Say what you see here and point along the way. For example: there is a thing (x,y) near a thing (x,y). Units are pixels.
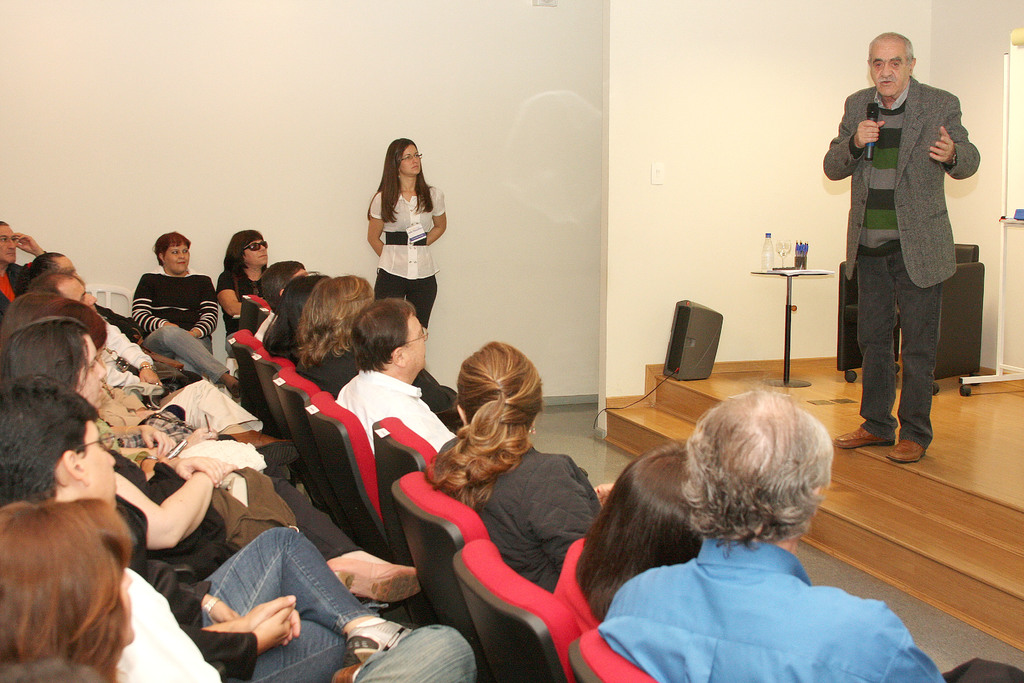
In this image we can see group of persons (762,558) sitting on chairs (579,599). To the right side of the image (840,179) we can see a person (864,172) wearing a grey coat (931,182) is holding a microphone (873,138) in his hand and standing on the stage (922,582), a bottle (768,248) placed on the table (789,338), speaker (672,349) and a person (410,220) wearing spectacles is standing.
